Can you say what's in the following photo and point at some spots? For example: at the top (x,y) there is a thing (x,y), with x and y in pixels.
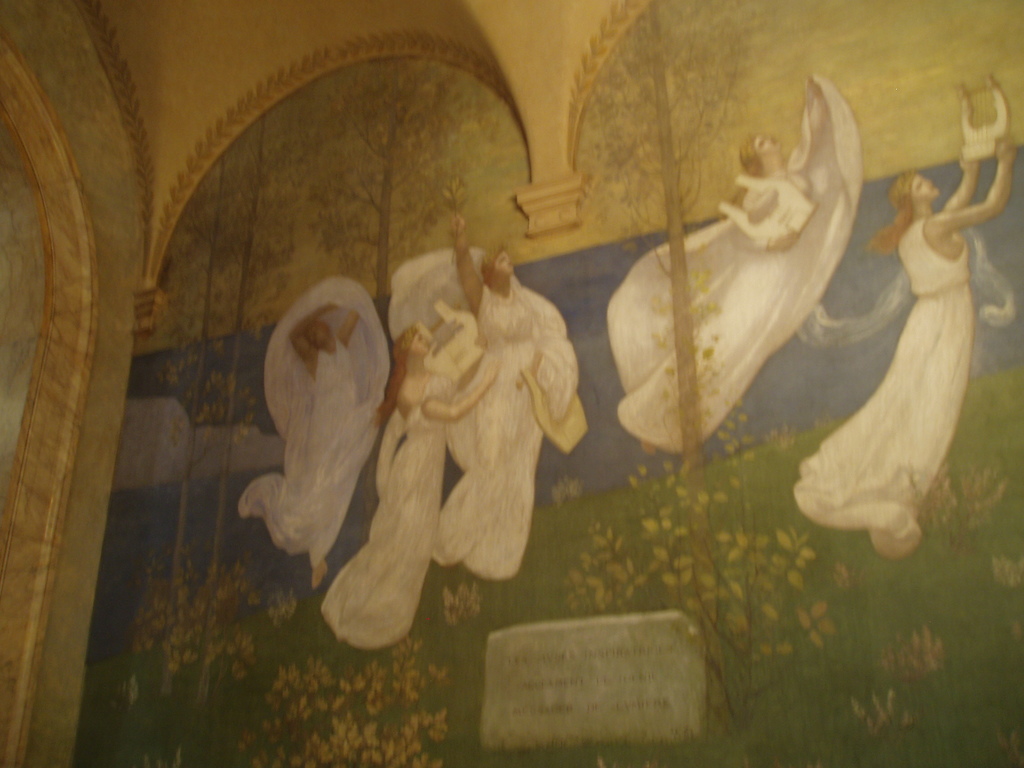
In this image, I can see the painting (252,418) on the wall (622,302). There are a group of people (477,299). These are the plants (383,727) and trees (406,180), which are painted on the wall (723,465).
